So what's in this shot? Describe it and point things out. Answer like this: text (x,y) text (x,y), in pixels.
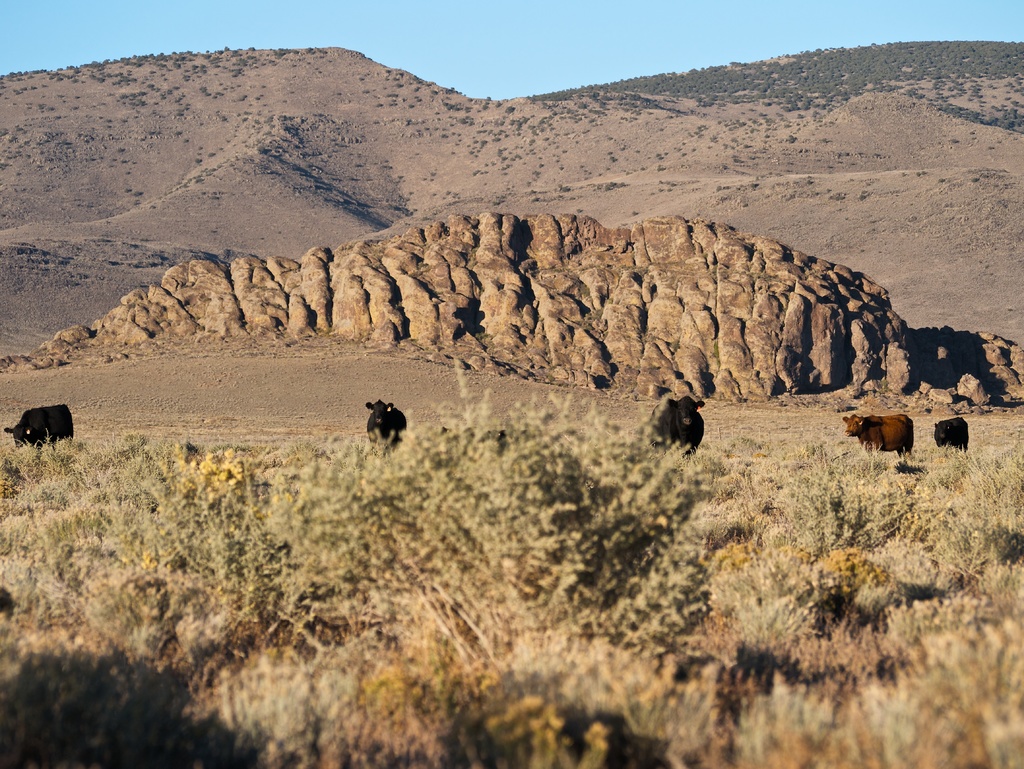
In this image we can see few hills (690,218). There are five animals (864,421) in the image. There is a many trees (934,70) and plants (477,601) in the image.
